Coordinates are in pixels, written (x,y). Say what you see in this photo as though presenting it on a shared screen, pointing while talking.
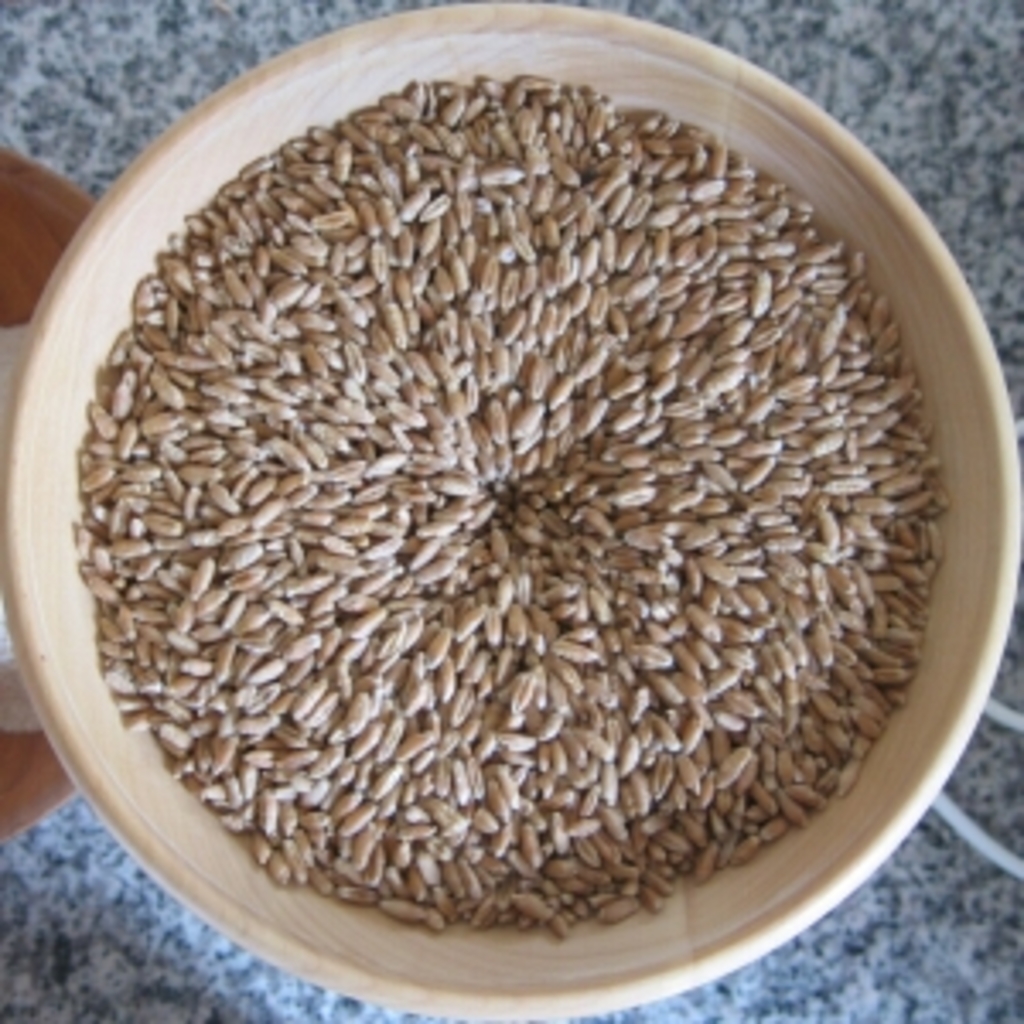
In this image we can see wheat (620,892) in a bowl (850,801) which is on a platform (991,792). On the left side of the image (17,172) we can see an object (9,721) which is truncated.
